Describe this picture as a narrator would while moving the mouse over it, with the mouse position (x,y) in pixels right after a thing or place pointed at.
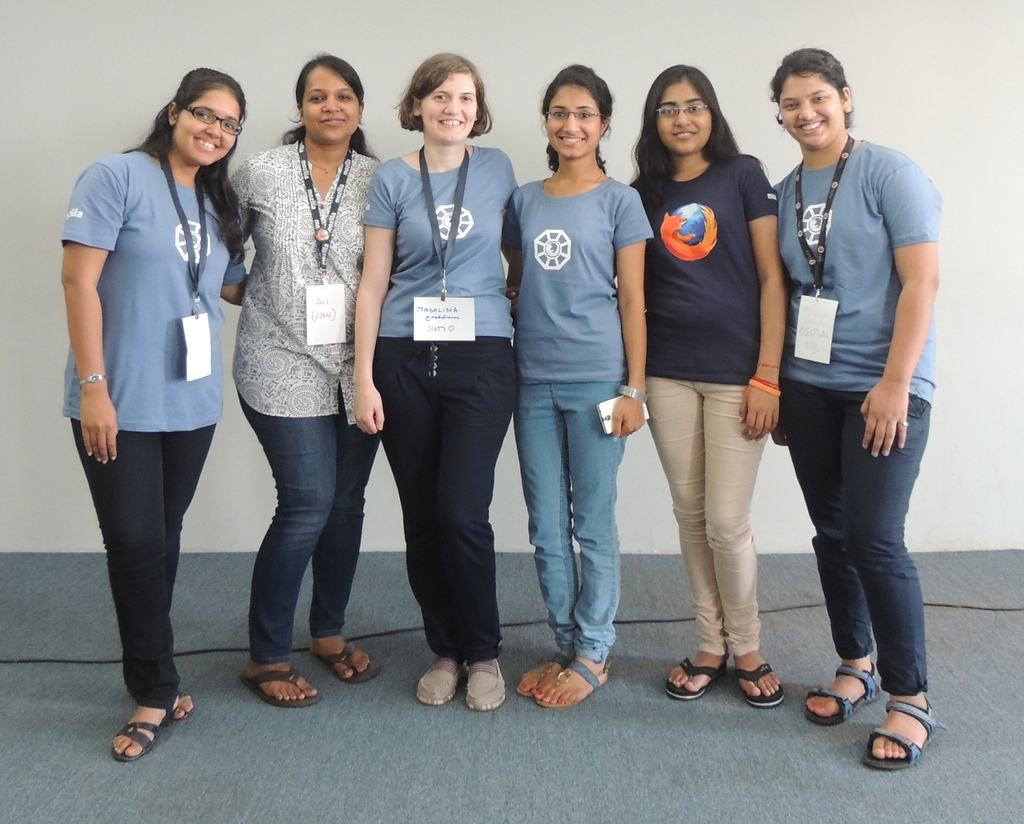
In this picture we can observe six women (480,244) standing. Most of them are smiling and wearing T shirts (157,313). In the background (54,139) there is a wall (717,48). We can observe a black color wire (63,661) on the floor (958,588).
